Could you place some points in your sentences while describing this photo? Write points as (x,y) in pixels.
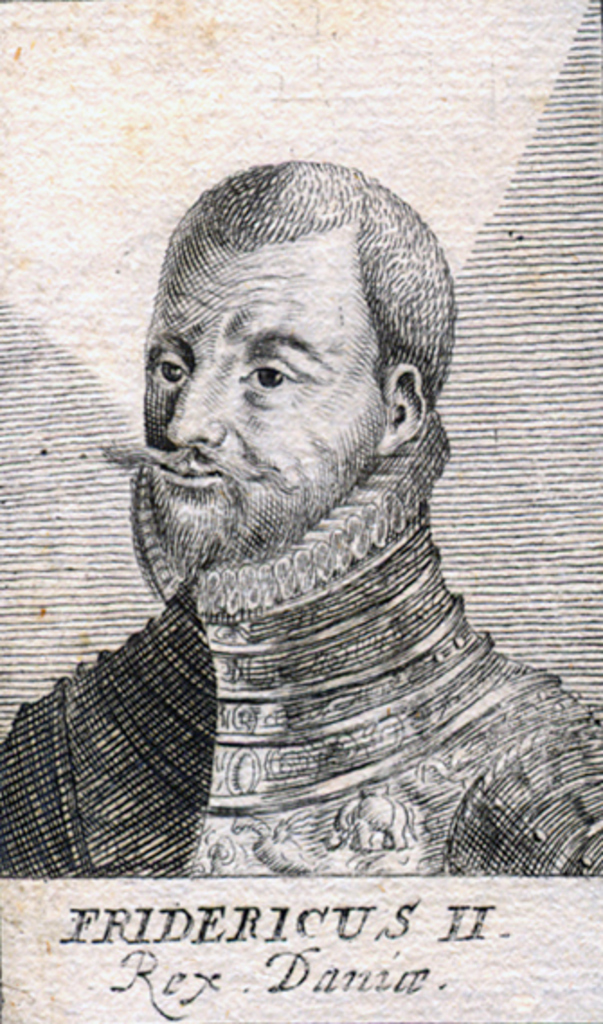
In this image we can see a drawing of a person (251,392) wearing a dress (248,695) with long mustache (193,454).
